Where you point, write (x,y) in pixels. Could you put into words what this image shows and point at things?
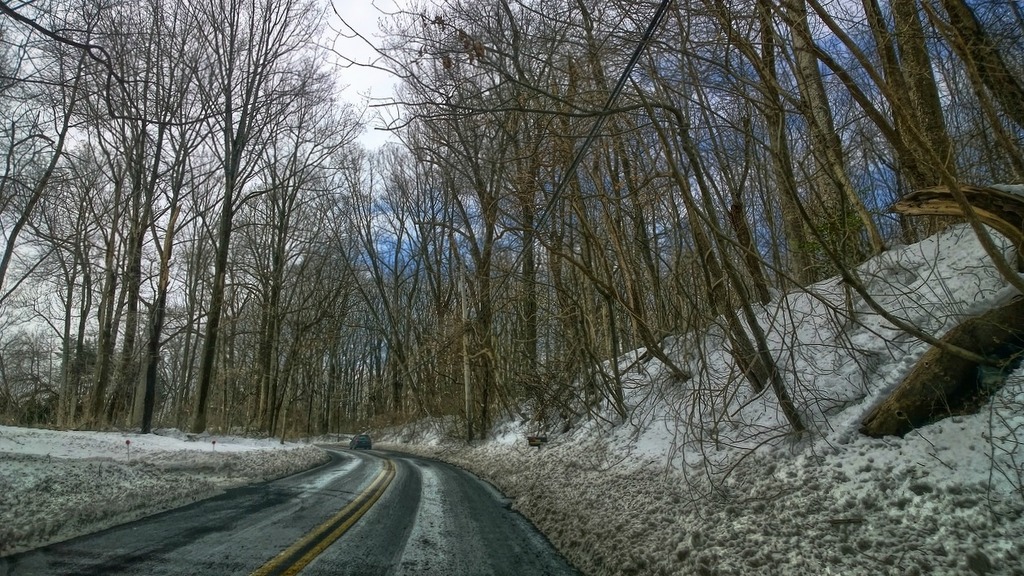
In this picture we can see a car (359,437) on the road (401,488), trees (360,387), snow (702,417) and in the background (340,97) we can see the sky (652,88) with clouds (304,77).
